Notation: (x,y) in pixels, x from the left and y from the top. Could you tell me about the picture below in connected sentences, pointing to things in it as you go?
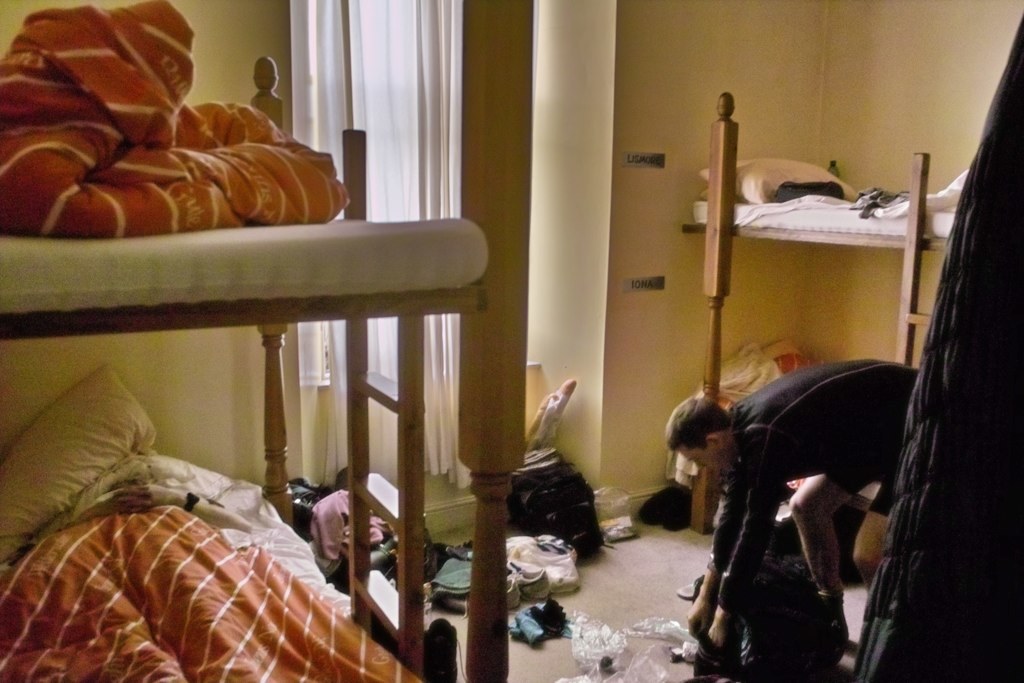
This is an inside view of a room (772,435). On the right (865,241) and left side of the image (301,572) I can see two cots (241,262) with the beds (419,285). On the right side (816,420) there is a man (803,443) bending and holding an object (749,655). On the ground (553,656) I can see a bag (548,489), clothes (539,560), covers (606,657) and many other objects (598,668). In the background (579,206) there is a wall (640,69) and I can see a white color curtain (402,122). On the left side (174,578) there is a person (168,499) laying on a bed (126,573) and also there are few pillows (95,474).
